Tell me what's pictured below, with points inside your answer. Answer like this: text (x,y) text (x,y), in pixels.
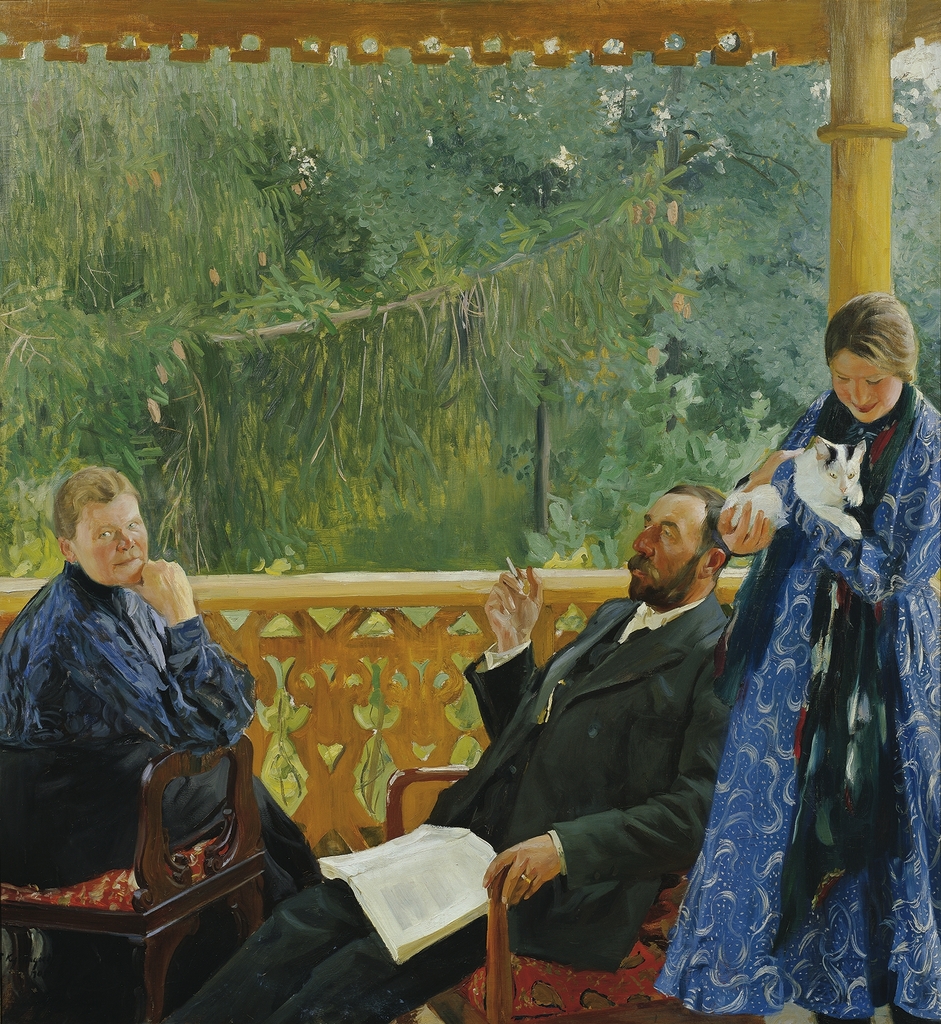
This is a picture of the painting (565,575). In this picture, we see a man (607,718) in black blazer (610,753) is sitting on the chair (656,916). We see a book (461,851) on his laps (461,936). He is holding a cigarette (515,576) in his hands (510,607). Beside him, we see a woman (806,662) in blue dress (806,662) is holding a cat (801,476) in her hands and she is smiling. Behind her, we see a wooden pole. On the left side (97,695), we see the woman (93,735) in the black dress (73,761) is sitting on the chair (145,848). Beside her, we see a wooden railing (348,693). There are trees (659,274) in the background (442,301).
